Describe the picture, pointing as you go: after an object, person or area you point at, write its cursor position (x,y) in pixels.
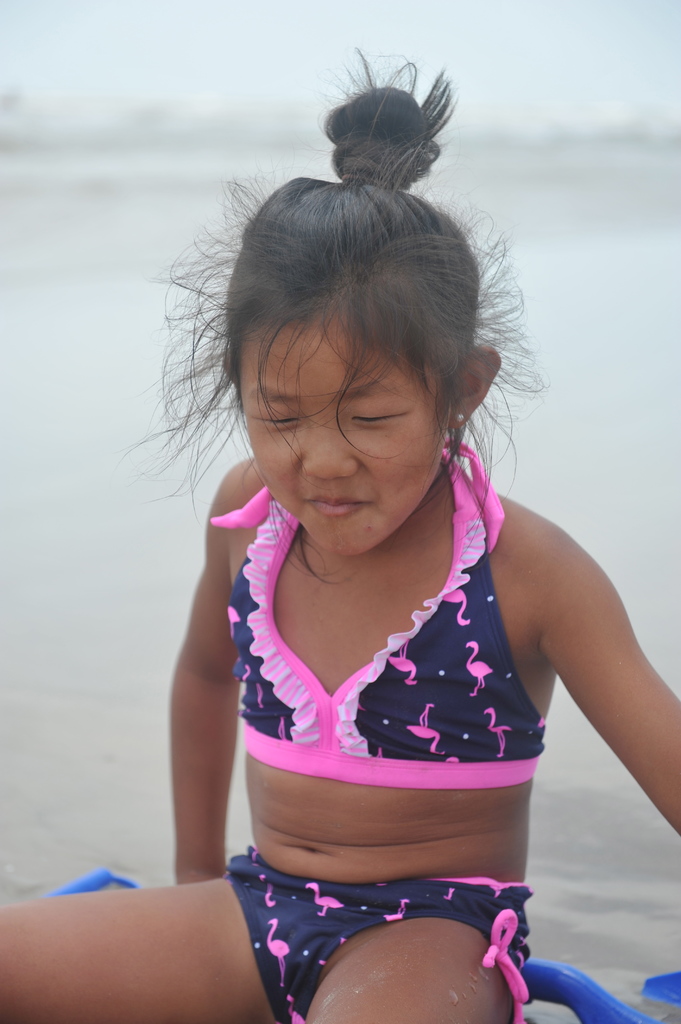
In this image we can see the girl (364,530), also we can see the ocean (634,421).
